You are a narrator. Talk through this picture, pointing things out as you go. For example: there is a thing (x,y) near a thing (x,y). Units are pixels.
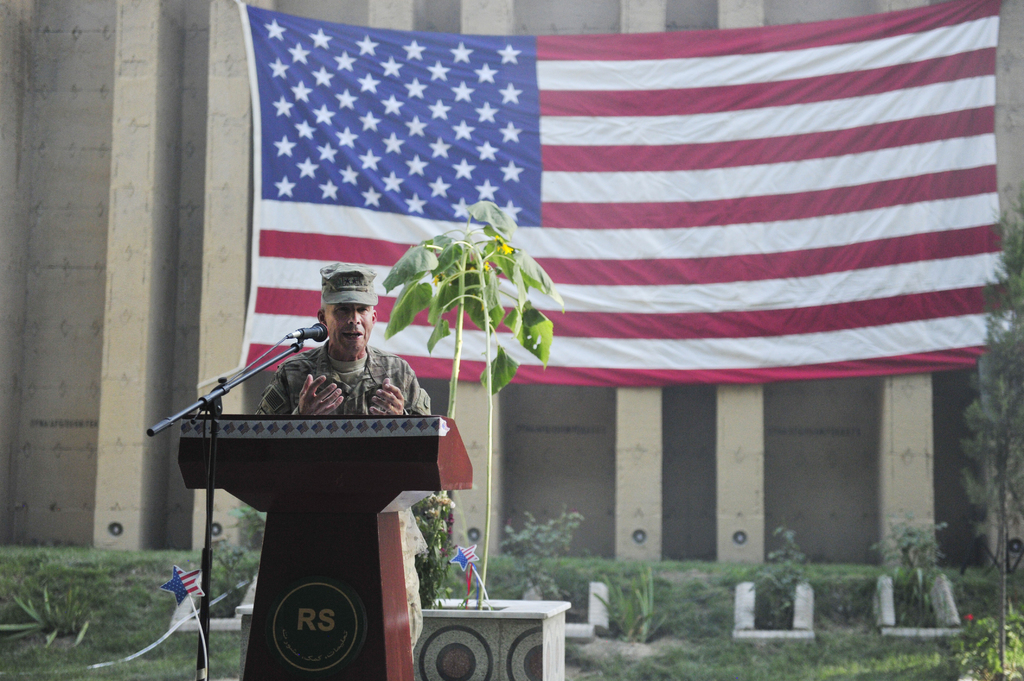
In the center of the image (373,414) we can see one person (377,408) standing and he is wearing a cap (342,275). In front of him, there is a stand (321,569), microphone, two star objects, etc. In the background (534,311) there is a building (684,498), wall (493,544), flag (790,286), trees (1003,529), plants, grass (894,649) and a few other objects (482,658).
